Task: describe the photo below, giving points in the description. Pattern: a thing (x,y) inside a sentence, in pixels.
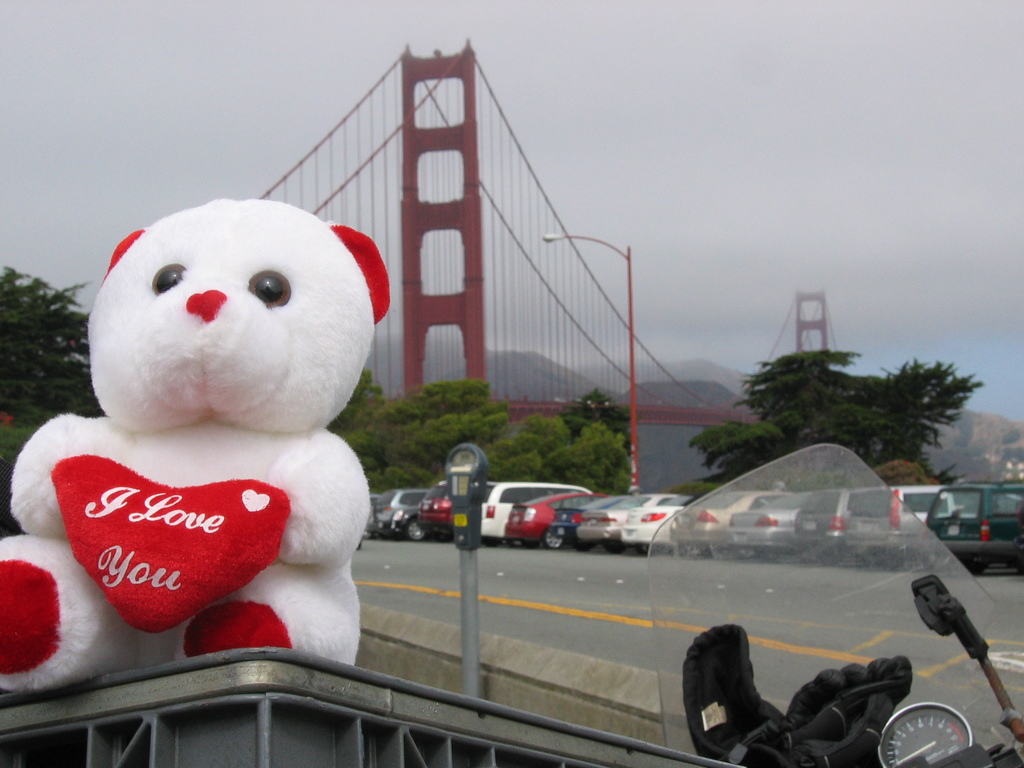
This picture is clicked outside. On the left (188,420) we can see a white color soft toy (224,497) placed on a metal object (281,720). On the right corner (856,754) we can see the glove (849,720) and some part of the bike (806,606). In the background (669,123) we can see the sky (664,126), bridge (451,303), ropes (536,374), trees (594,431), group of cars (665,516), hills (605,383) and some other objects (14,525) and we can see the lamp post (619,248).
